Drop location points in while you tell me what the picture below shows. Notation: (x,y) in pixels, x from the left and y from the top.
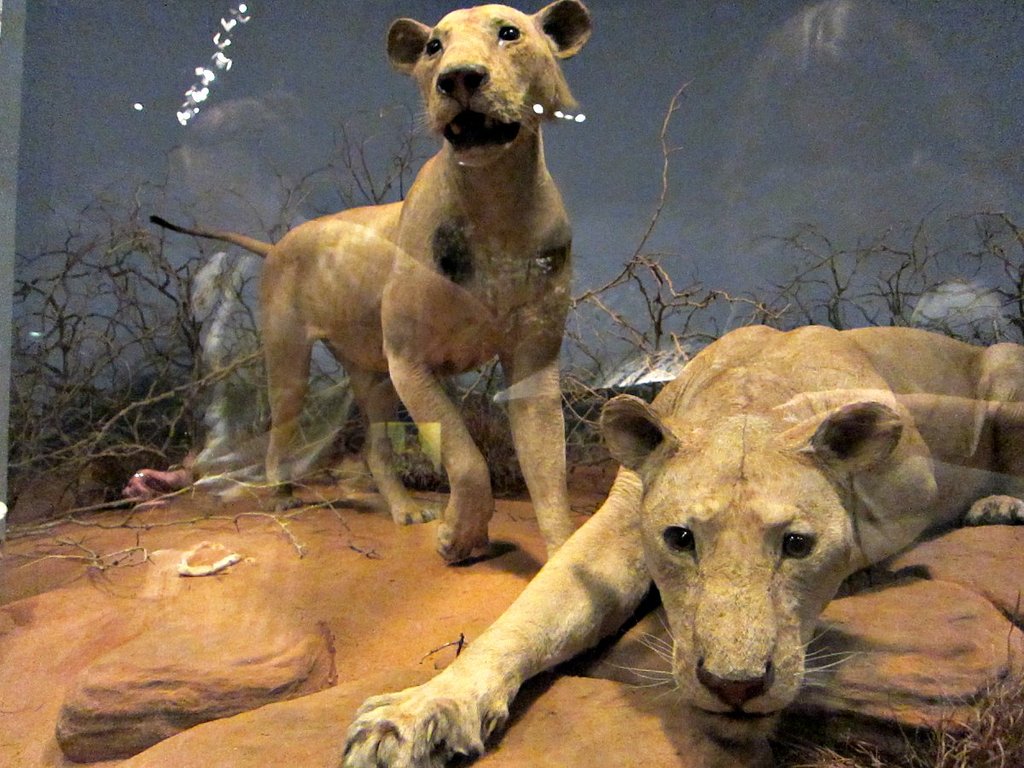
In this image in the center (673,501) there are two lions (691,533), at the bottom (213,631) there is sand (422,637) and some rocks (147,638) and in the background (199,351) there are some plants (147,422) and sky (400,152).
